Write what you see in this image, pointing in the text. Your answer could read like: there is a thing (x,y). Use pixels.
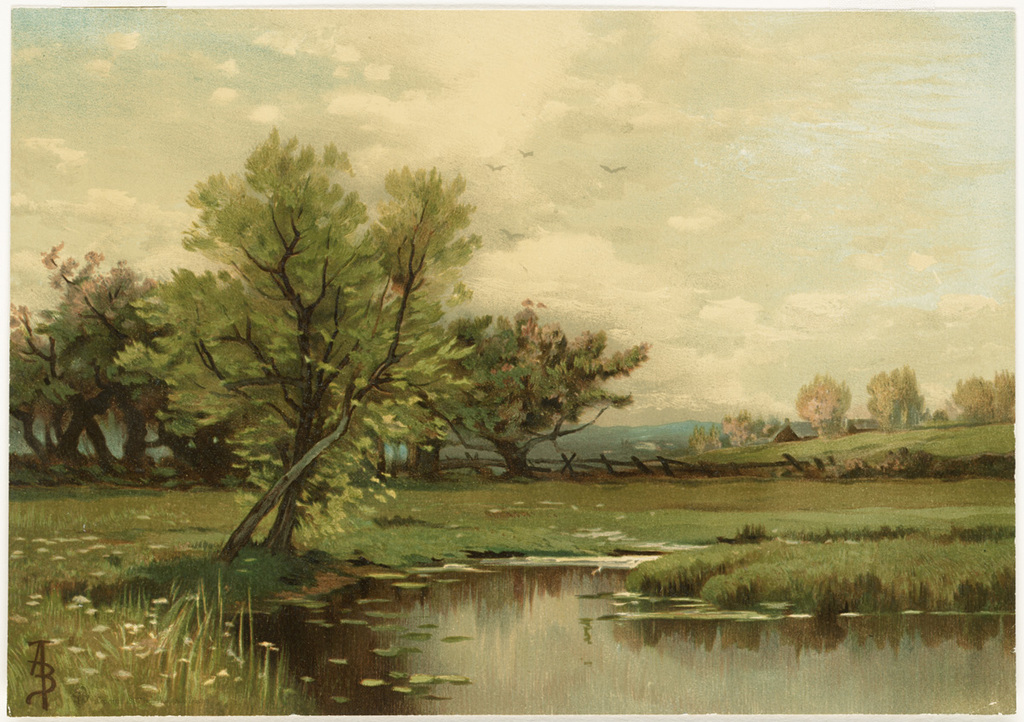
In this image we can see painting (412,427). In the painting (307,309) there is water (464,574). And there are leaves (443,679) on the water (411,643). Also there are trees (268,436) and grass (637,518). In the background (744,242) there is sky (567,211) with clouds (474,177).
